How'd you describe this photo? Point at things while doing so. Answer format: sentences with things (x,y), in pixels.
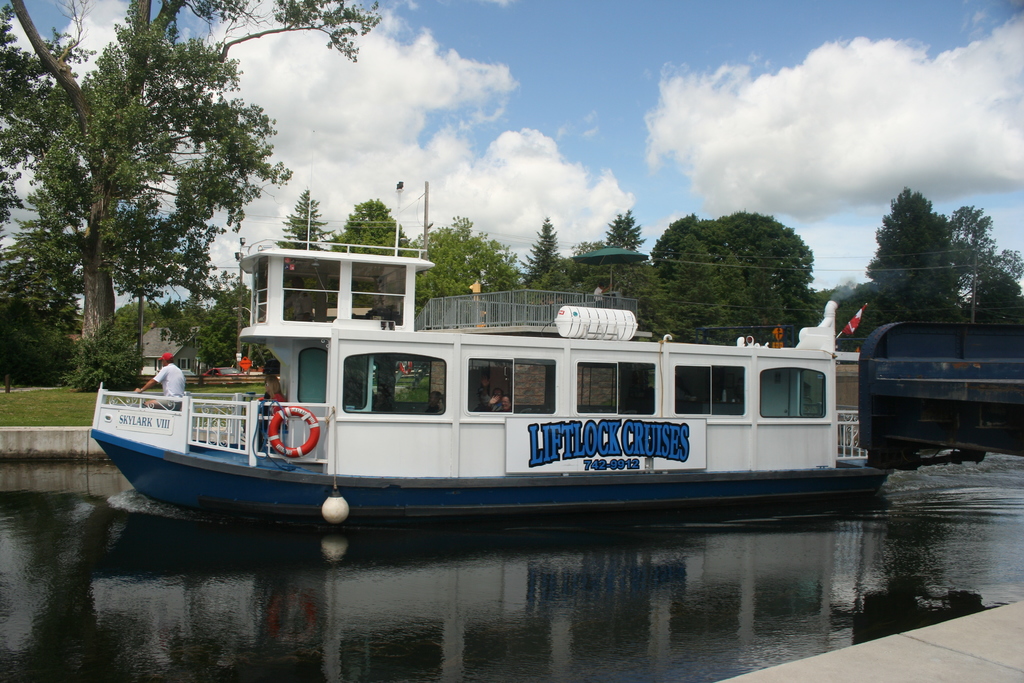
In the middle of the image (500,411) we can see a boat (554,388) on the water (590,560) and we can see few people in the boat (442,448), in the background (720,98) we can find few trees (466,251), poles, houses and clouds (734,85).
